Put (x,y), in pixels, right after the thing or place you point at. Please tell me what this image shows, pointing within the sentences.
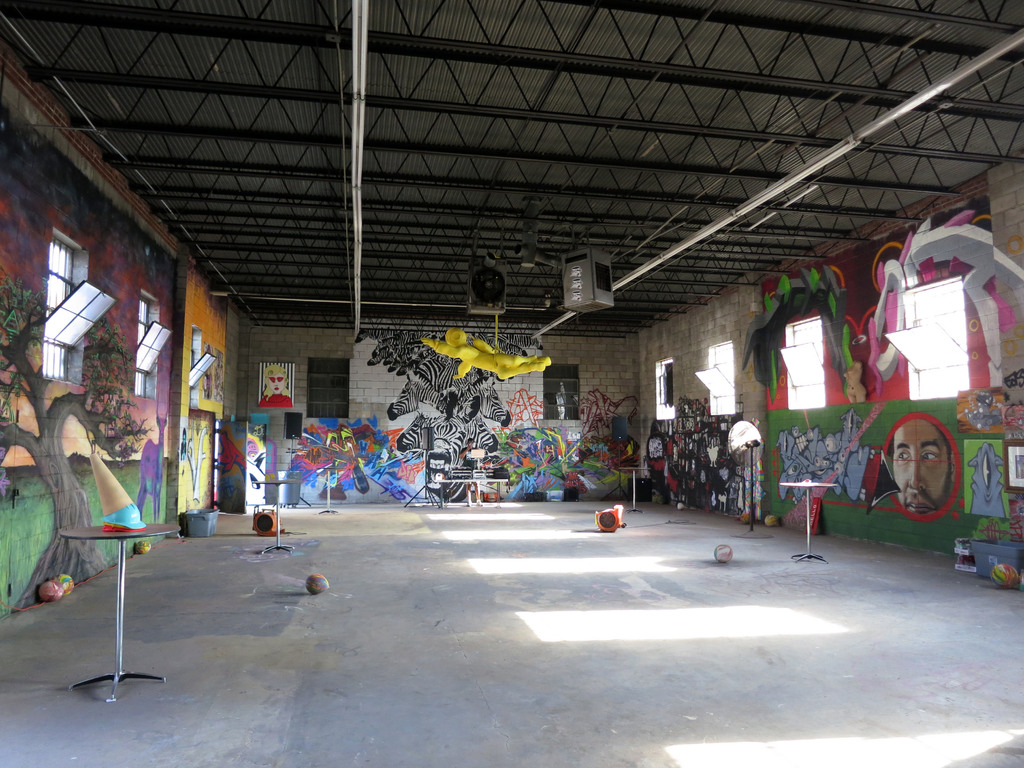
This picture is taken in a room (111,610). There is a table (95,534) having an object (116,513) on it. There are few balls (140,546) and basket (199,517) are on the floor (478,523). Sound speakers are attached to the rods (574,117) which are fixed to the roof (402,160). To the wall (25,352) there are few windows (75,338). Few pictures (511,451) are painted on the wall (536,413).
